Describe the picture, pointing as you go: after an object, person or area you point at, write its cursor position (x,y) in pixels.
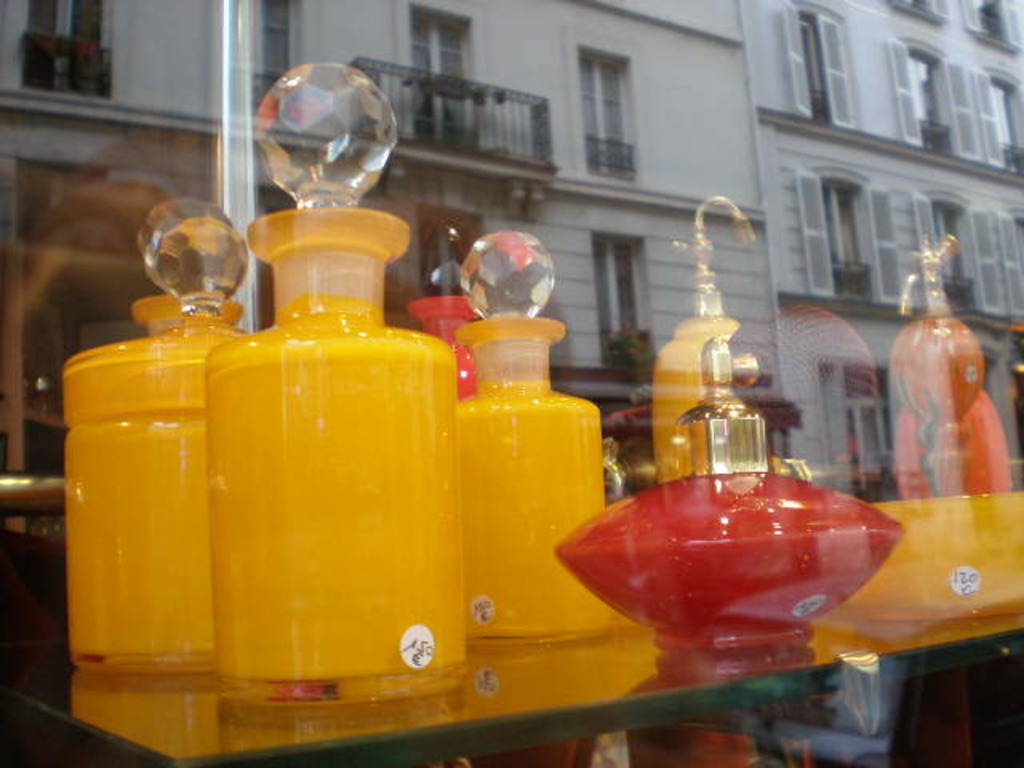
In the image we can see there are glass bottles (557,523) in the shelf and at the back (550,152) there are buildings (655,152).
